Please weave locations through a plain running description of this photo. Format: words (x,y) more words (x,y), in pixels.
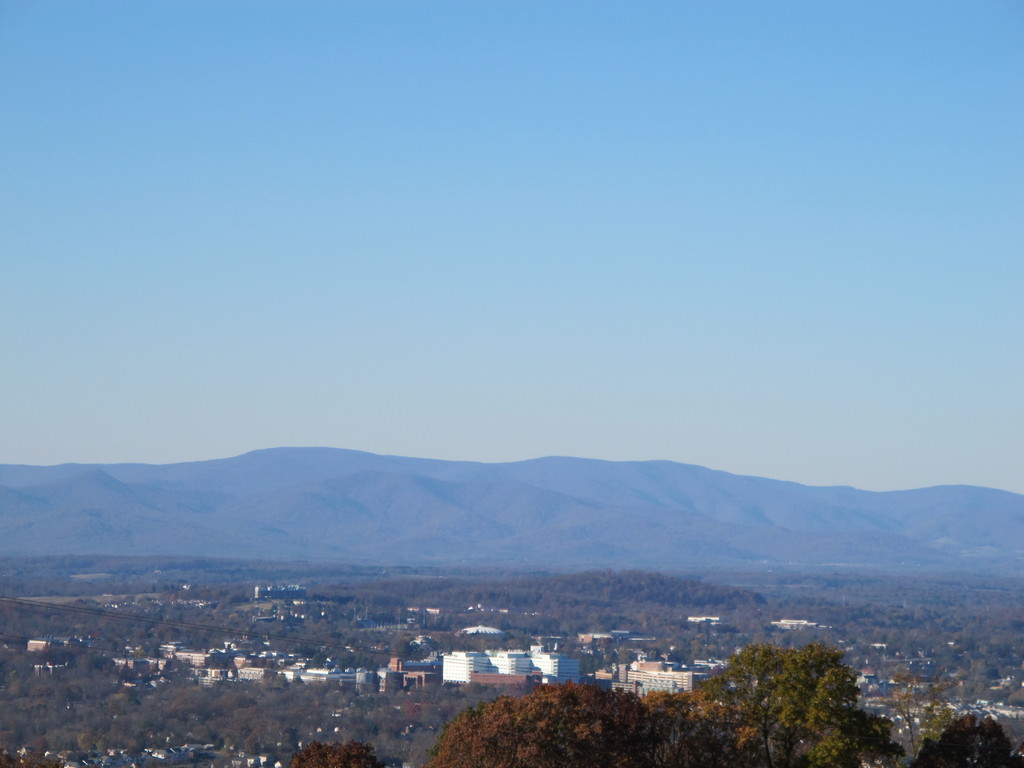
In this image there are trees (770,720), houses (200,653), in the background (83,487) there is a mountain (509,505) and the sky (780,200).
